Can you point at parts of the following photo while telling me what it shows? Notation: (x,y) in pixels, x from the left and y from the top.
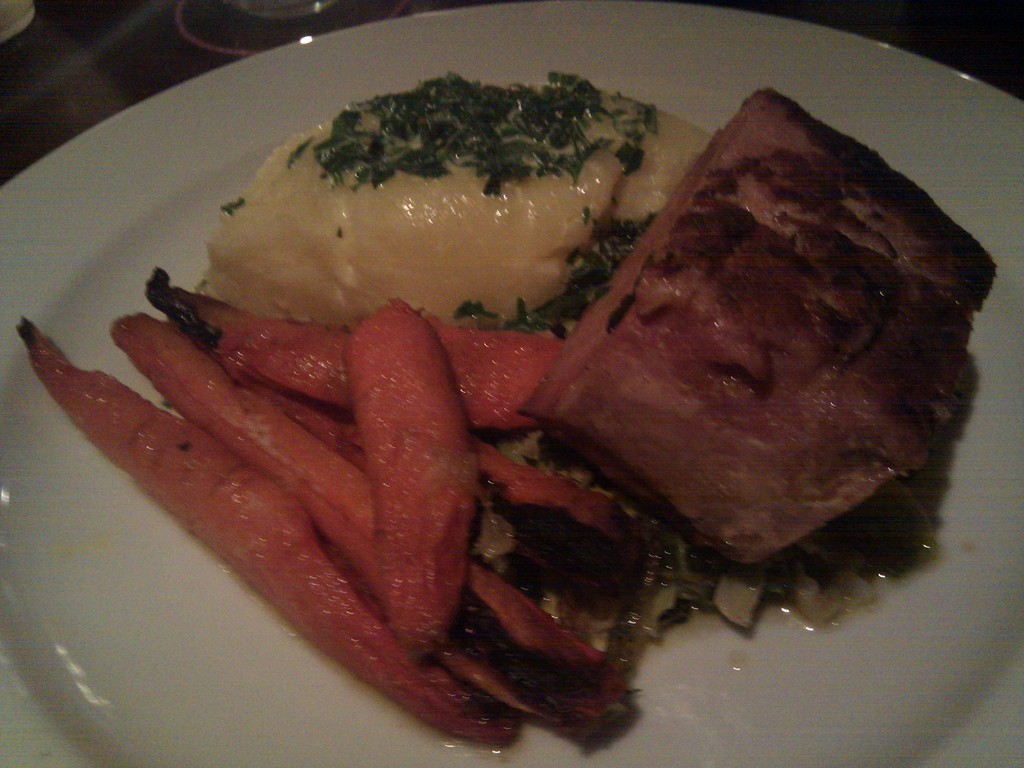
In this image we can see some food (500,537) containing meat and carrot slices (321,576) in a plate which is placed on the table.
